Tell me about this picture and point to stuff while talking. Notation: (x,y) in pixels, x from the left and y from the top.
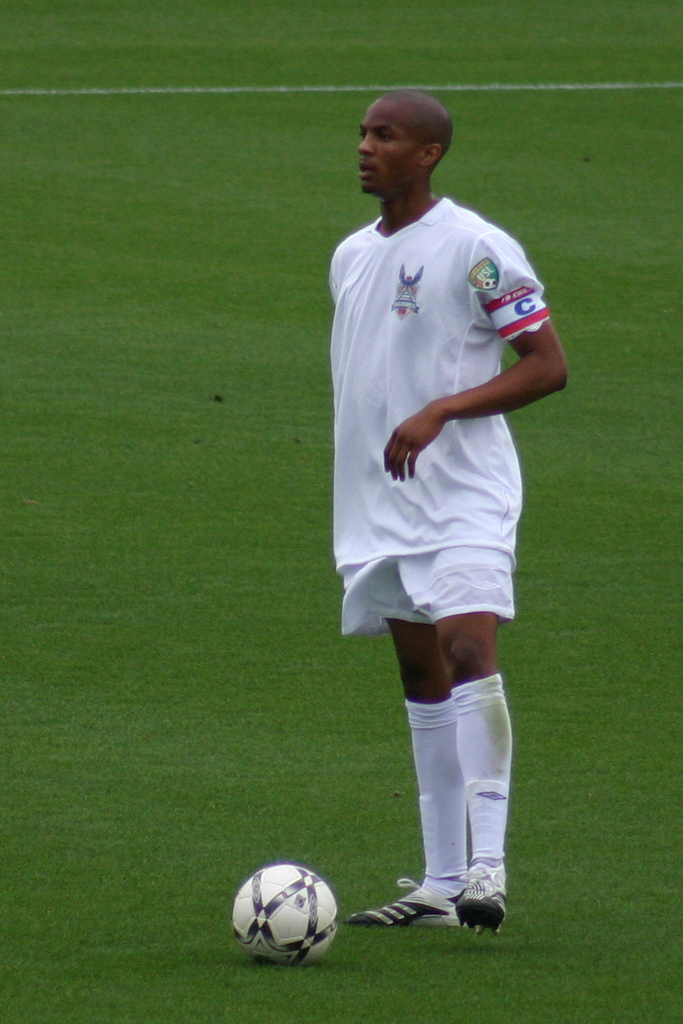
In this image we can see a person (440,693) standing on the ground (282,796). We can also see some grass (298,788) and a ball (294,893).
